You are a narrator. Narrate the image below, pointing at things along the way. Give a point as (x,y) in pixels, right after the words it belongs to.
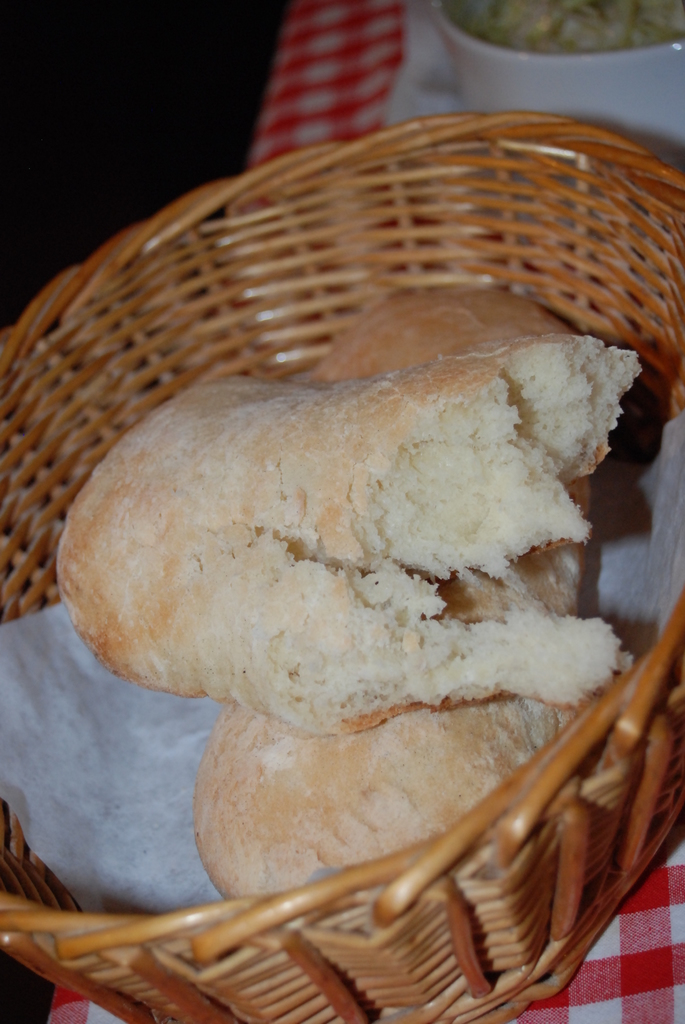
In this image there is a basket (345,933) in which there are three pieces of bread (354,690). The basket (529,871) is kept on the cloth (625,954).
